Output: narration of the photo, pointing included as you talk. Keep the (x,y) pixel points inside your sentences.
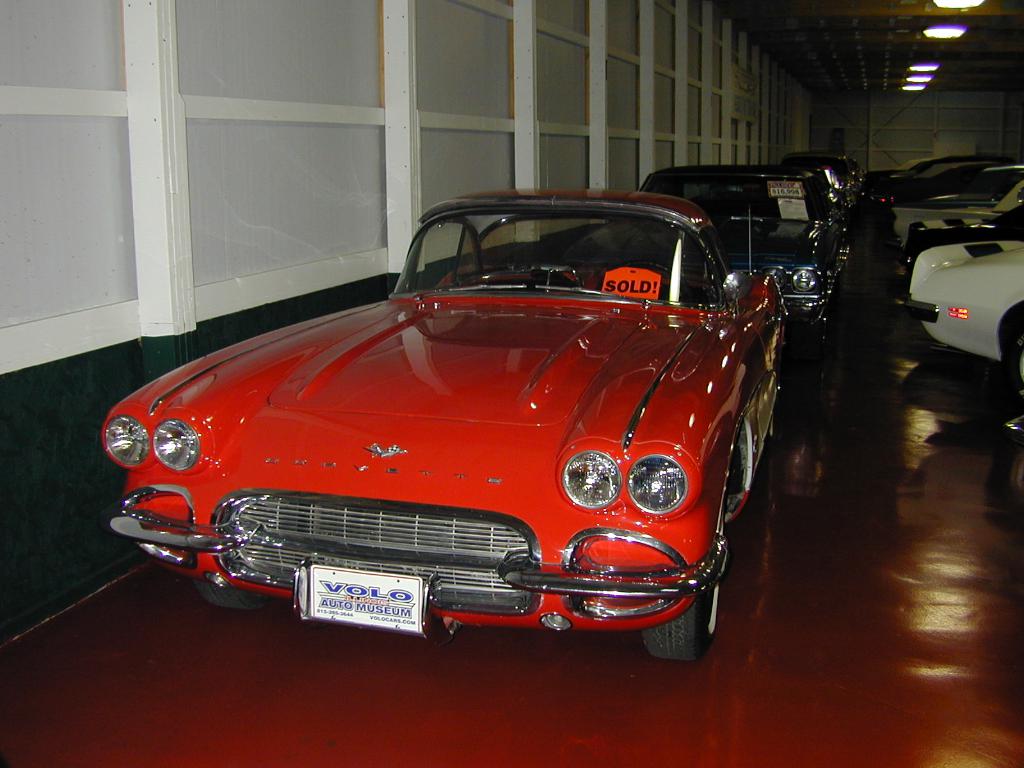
In the image in the center (617,279) we can see few different color cars (638,336). On cars (667,345), we can see sold boards (795,211). In the background (363,129) we can see wall (279,11), roof (809,76) and lights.
